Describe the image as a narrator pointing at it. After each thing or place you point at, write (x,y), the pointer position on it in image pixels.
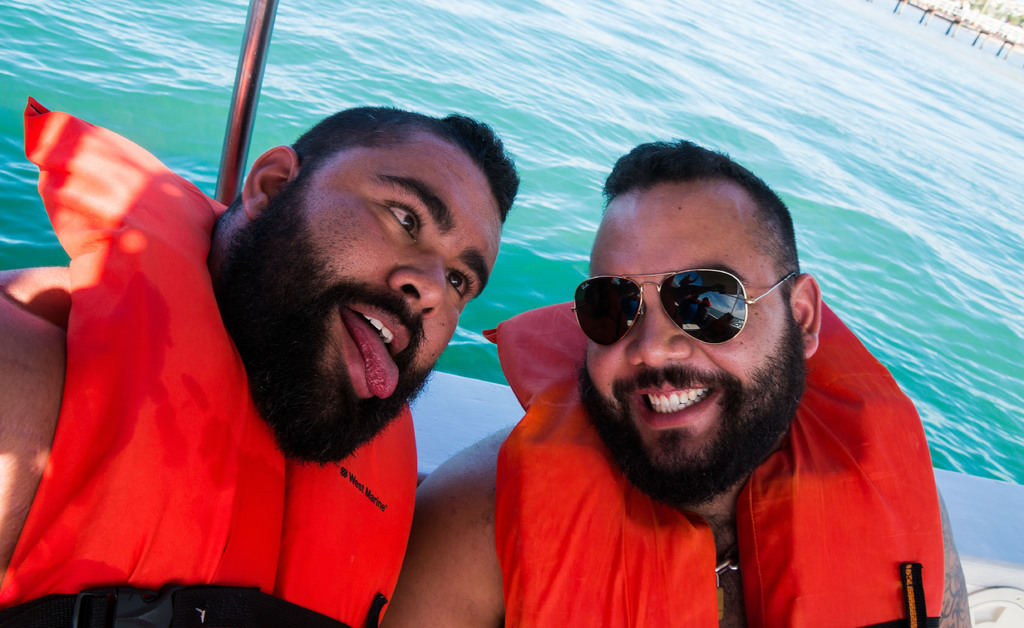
In this image we can see two persons (307,376), pole (256,28), water (722,45), and few objects (991,602).
